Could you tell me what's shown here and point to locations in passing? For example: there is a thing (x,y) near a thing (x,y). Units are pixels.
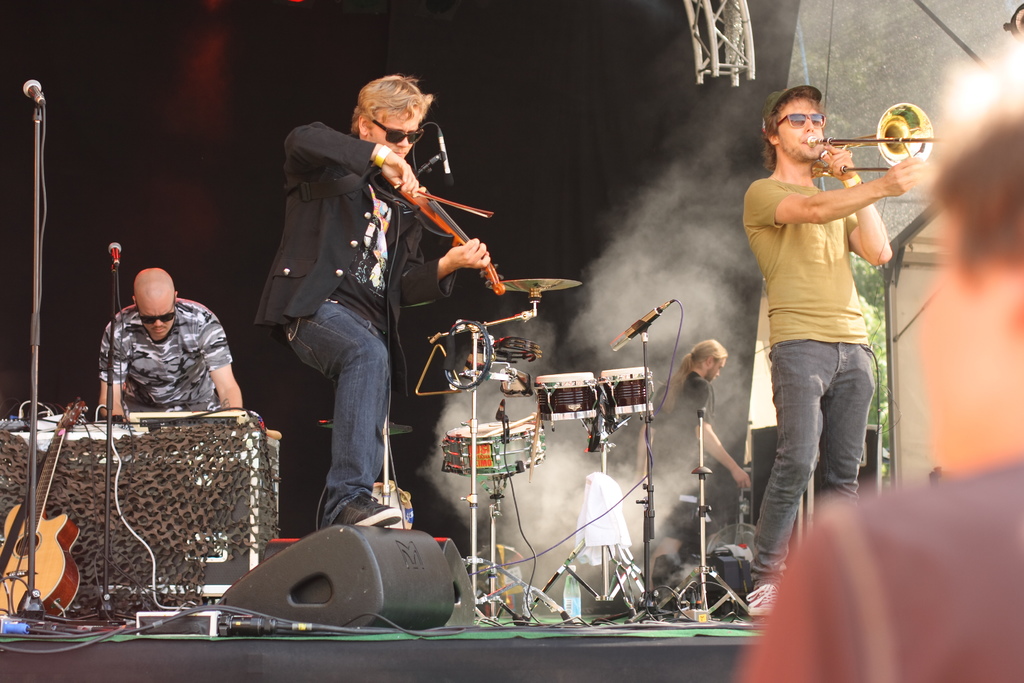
In the middle (349,334) there is a man (327,256) he wear black jacket (321,264), trouser (333,380), shoes (361,507) and shades (384,130) he holds a violin (440,216), he is playing violin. On the right (822,267) there is a man (809,332) he wear olive t shirt (805,285), trouser (794,440), shoes (763,585) and shades (791,125), he is playing trombone (892,141). On the left (181,361) there is a man (171,373) he wear t shirt (181,343), shades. On the left (28,566) there is a guitar (40,549) mic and speaker (350,604). In the background (495,549) there are drums (552,419), man (691,428) and mic stands (646,544). I think this is stage performance.
